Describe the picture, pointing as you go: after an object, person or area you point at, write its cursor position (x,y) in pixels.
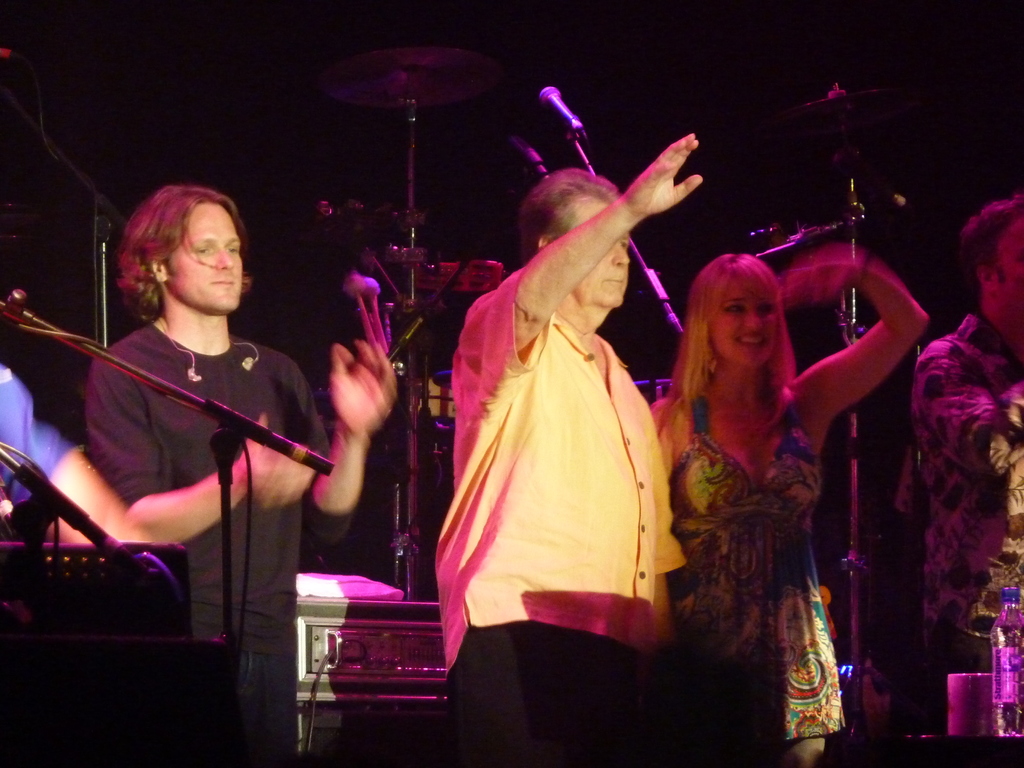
In this image there are people (775,547) standing and there are mikes (239,422) and musical instruments (57,585), in the bottom right (1021,713) there is a bottle (1012,596).
